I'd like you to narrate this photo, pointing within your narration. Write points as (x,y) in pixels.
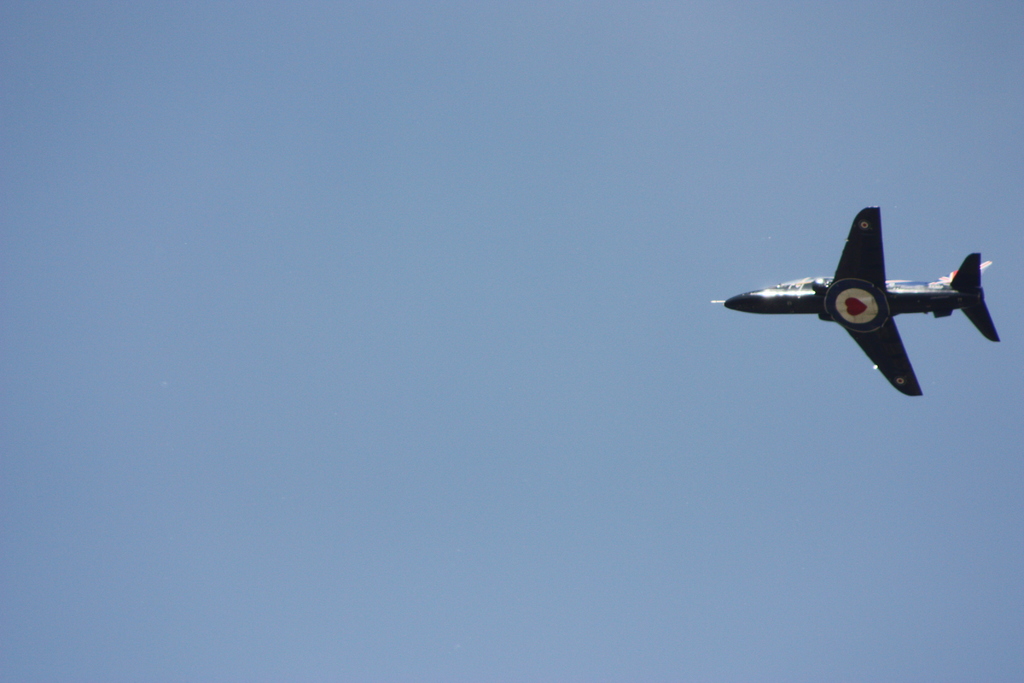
In this image, we can see an aeroplane (780,300) in the sky (408,263).
